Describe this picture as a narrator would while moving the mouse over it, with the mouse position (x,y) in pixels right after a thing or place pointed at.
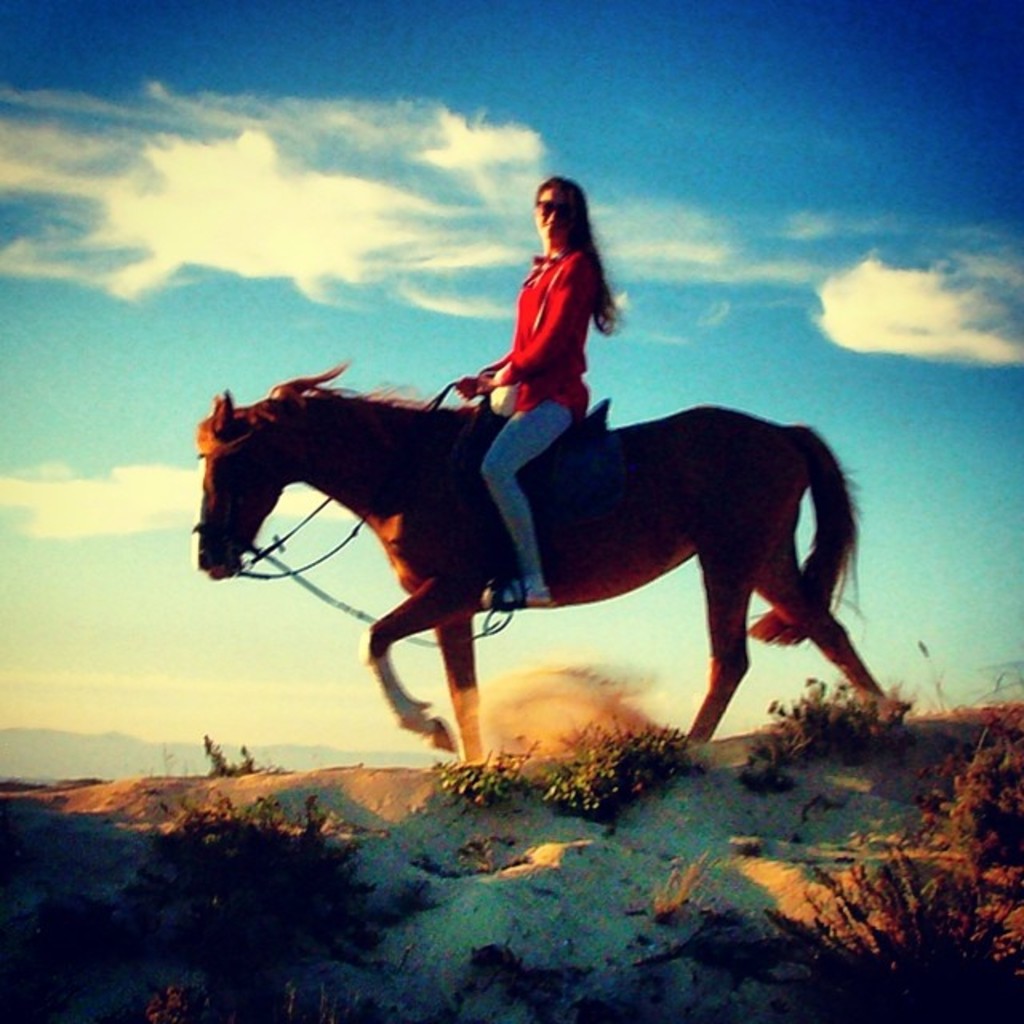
This image is clicked outside. There is a horse (711,580) in the middle (435,626) and a woman (563,298) is sitting on that horse (592,525). She is wearing red color dress (567,344). There are shrubs (904,947) in the bottom (987,699), there is sky (525,112) in the top (527,111).
